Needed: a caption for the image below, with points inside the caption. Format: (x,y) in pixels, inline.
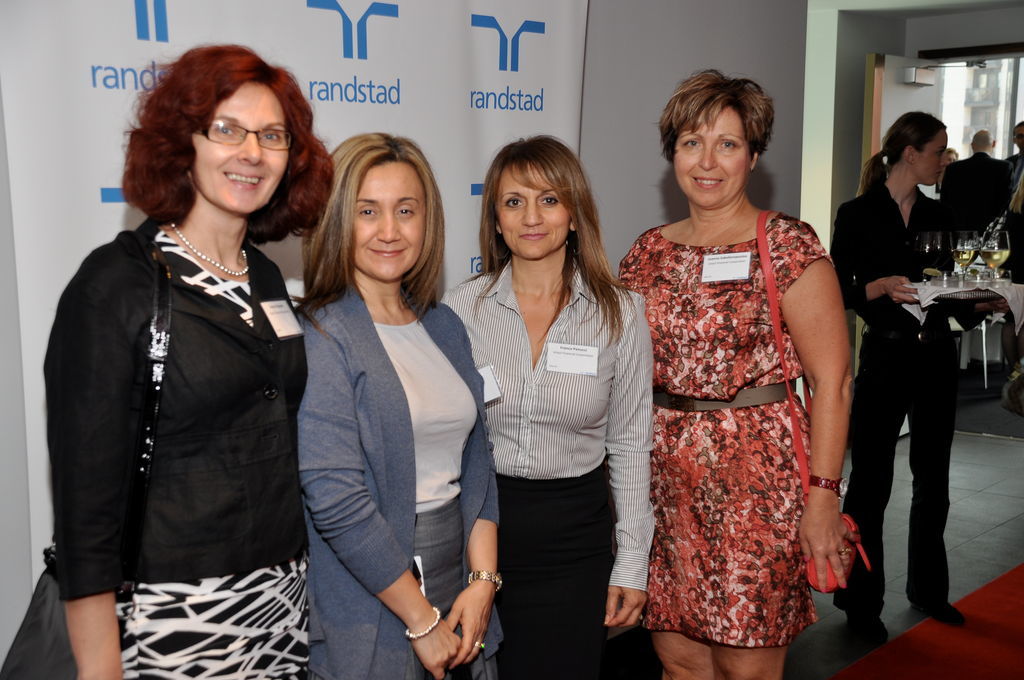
In the image we can see there are women (365,353) standing and there is id card (724,268) on their shirts (536,373). There is a woman (903,151) standing and holding tray (970,294) in her hand (891,288) and there are wine glasses (935,257) kept on the tray (955,297) filled with wine (970,252). Behind there are other people (974,167) standing and there is banner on the wall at the back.
